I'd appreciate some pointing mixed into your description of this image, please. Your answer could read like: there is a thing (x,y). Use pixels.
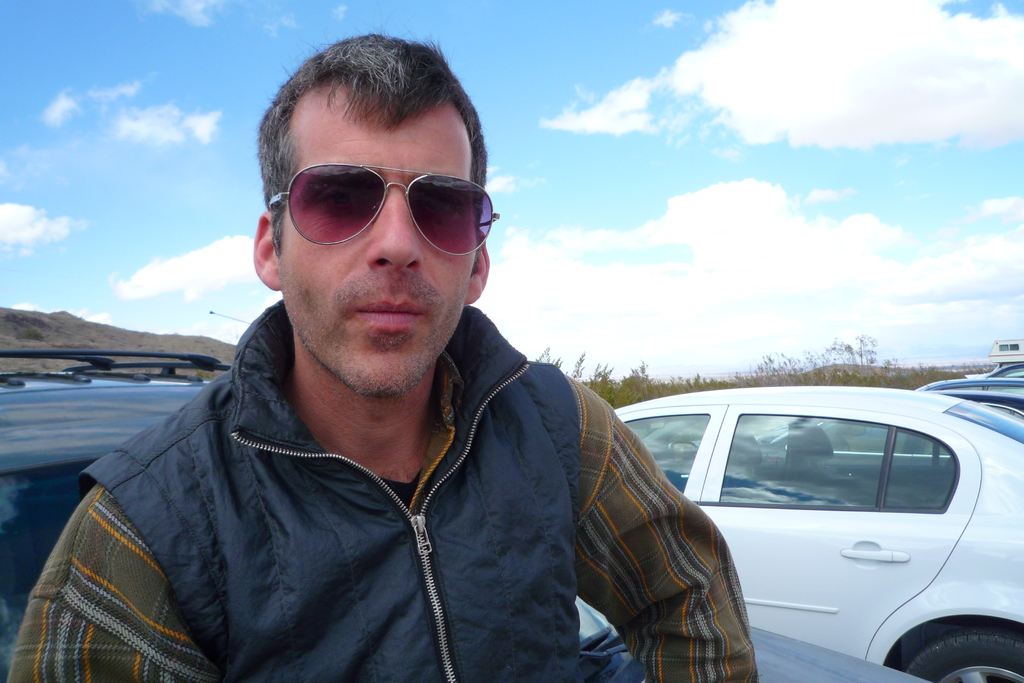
In this picture we can see a man (291,544) with goggles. Behind the man (268,471) there are some vehicles (781,441) on the path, trees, hills (191,350) and a sky (729,161).
